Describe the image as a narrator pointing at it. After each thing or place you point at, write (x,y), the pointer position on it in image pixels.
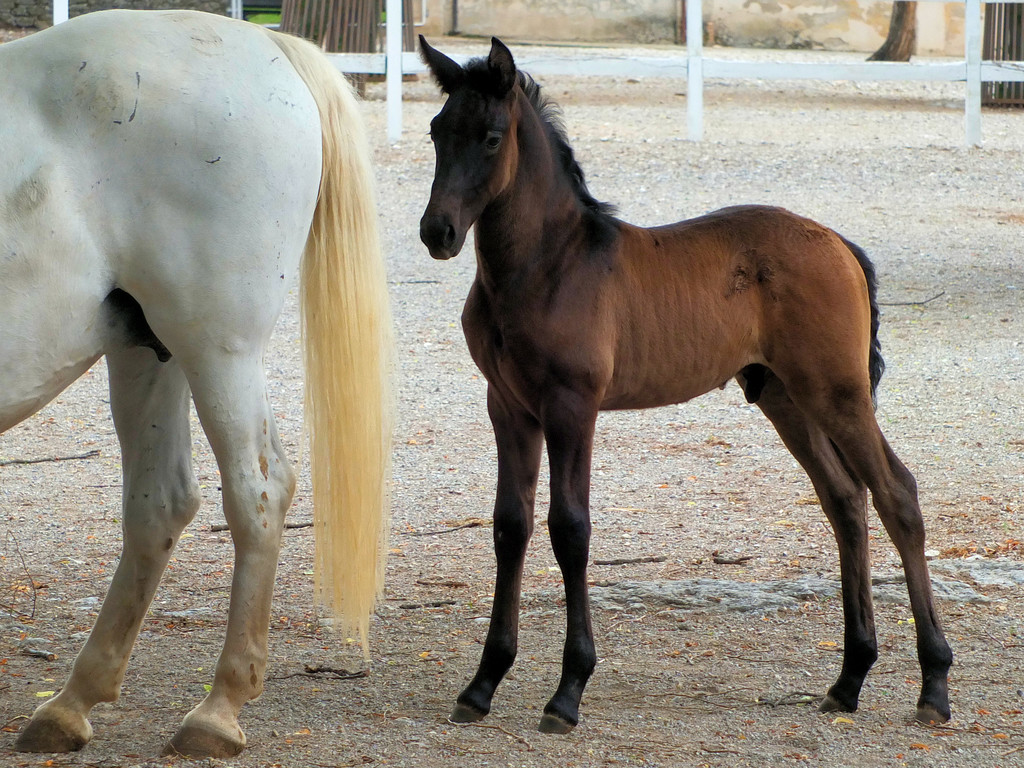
In the picture I can see two horses (519,279). In the background (643,74), I can see the wooden fence (370,22).
